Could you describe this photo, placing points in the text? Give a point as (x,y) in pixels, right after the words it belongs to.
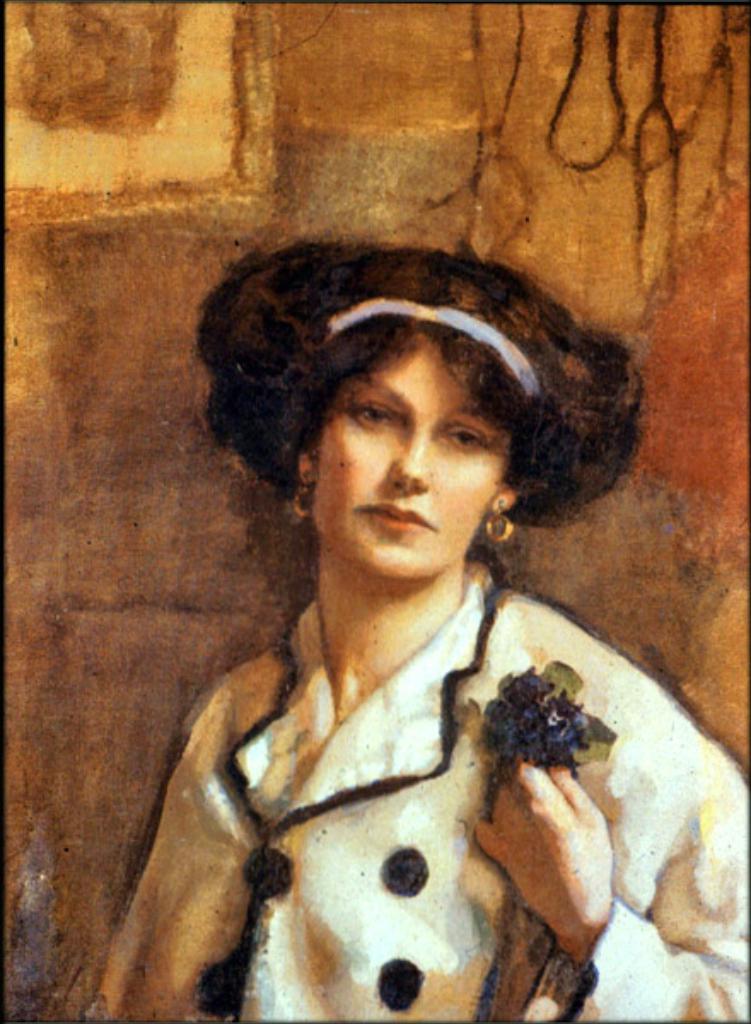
This image is an edited image. In the background (99,631) there is a wall (97,225). In the middle of the image (394,507) there is a woman (413,804).
